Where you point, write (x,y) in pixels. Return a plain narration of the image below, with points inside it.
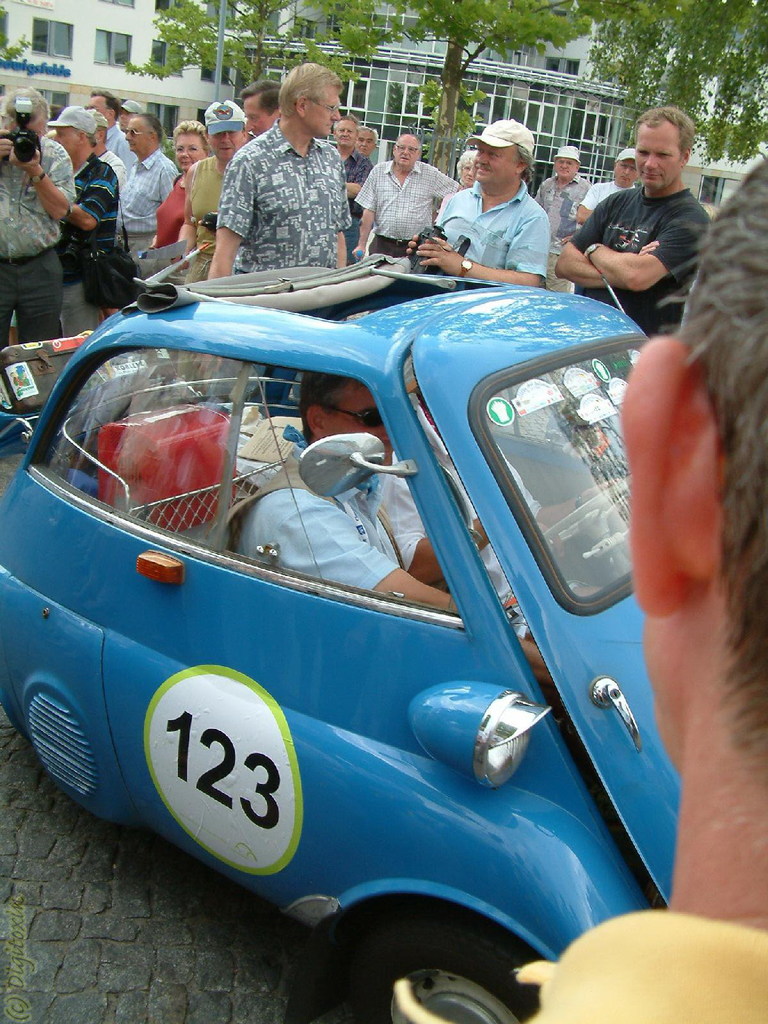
In this image there is a blue car (368,829) which is riding by a man (344,527), around the car (600,511) there are so many persons (569,207) who are standing on a street (93,896). On the top (571,59) we can see a trees (380,16) and a building (34,19). On the left (48,222) there is an old person (46,313) who is holding a camera (29,146).
